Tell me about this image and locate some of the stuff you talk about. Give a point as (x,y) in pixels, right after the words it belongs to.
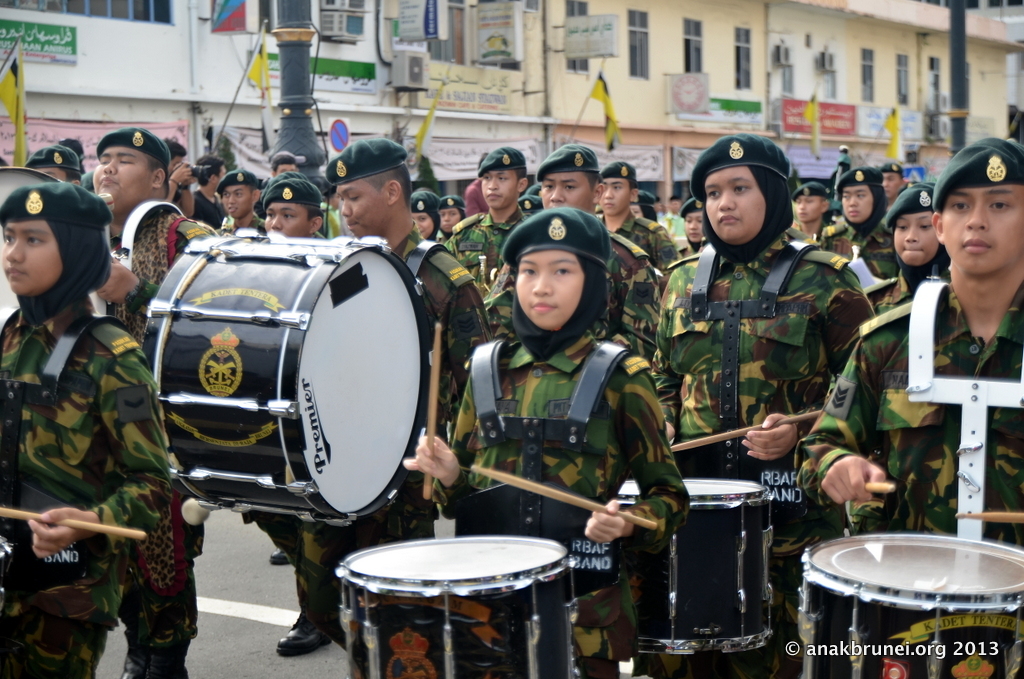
In this image we can see people (576,453) are standing on the road (250,574) by playing the drums (466,627). everyone are wearing the uniform (614,409). In the background (509,65) there is a building (765,72).
